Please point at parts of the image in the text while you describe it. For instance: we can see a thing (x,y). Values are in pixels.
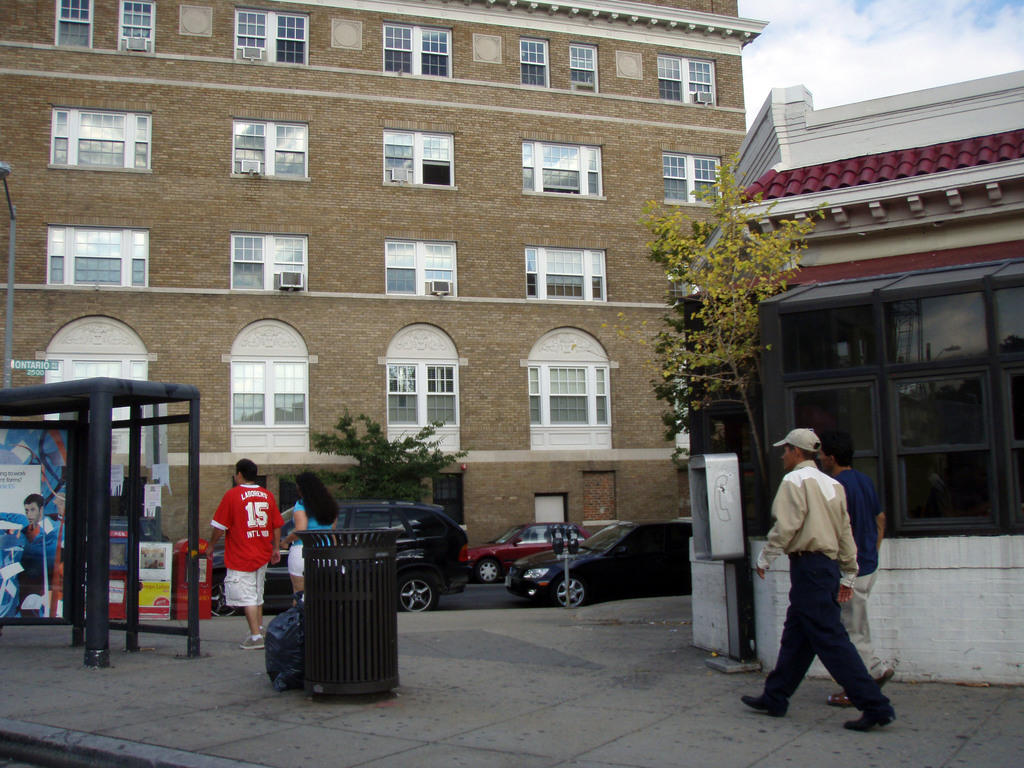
In this image, we can see buildings (823,356) and trees (413,473) There are vehicles (467,554) on the road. There is a trash bin (360,621) at the bottom of the image (378,676). There are some persons (856,543) wearing clothes (260,518) and walking on the footpath (585,733). There is a shelter (109,526) on the left side of the image (136,626). There is a sky (869,40) in the top right of the image (828,95).
